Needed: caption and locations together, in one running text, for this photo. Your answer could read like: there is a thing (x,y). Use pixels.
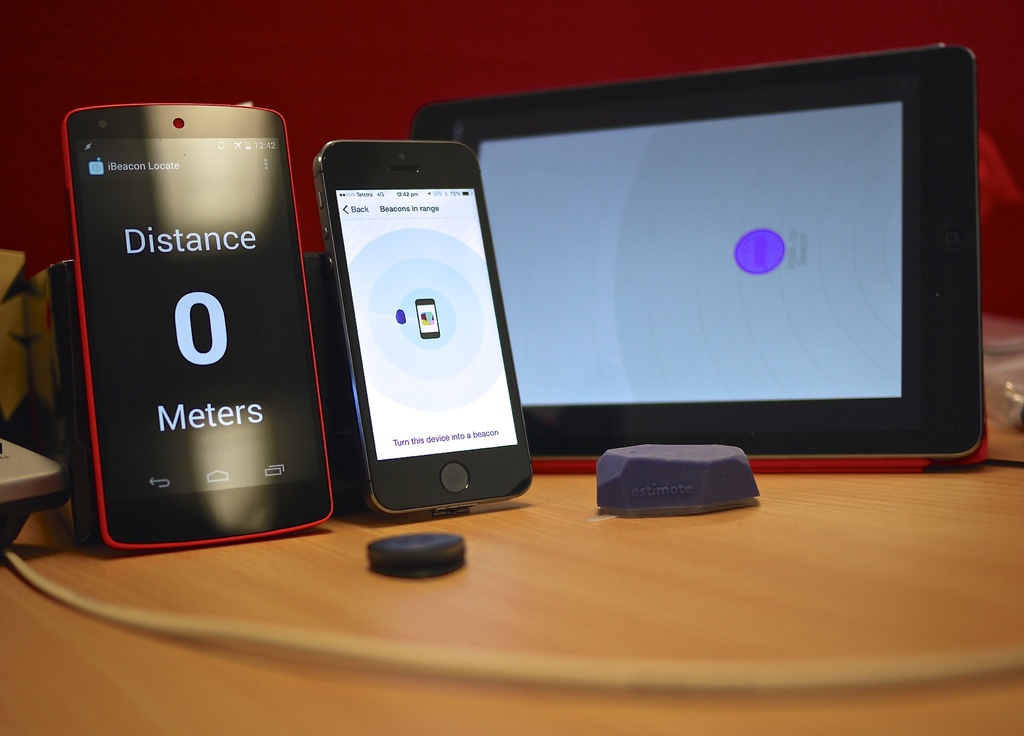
The picture consists of electronic gadgets (263,411), cable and table (735,575). At the top (361,103) we can see wall (417,43).
